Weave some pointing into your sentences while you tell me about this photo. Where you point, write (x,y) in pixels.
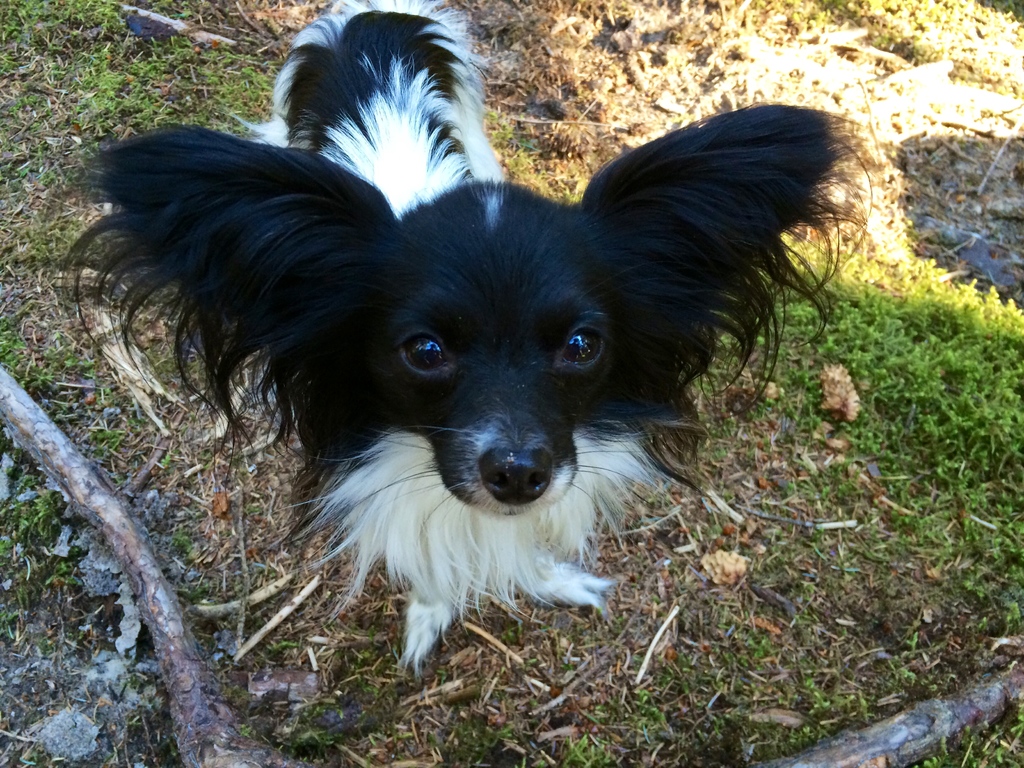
In the image we can see a dog (401,20). Behind the dog (358,15) there is grass (73,42).
